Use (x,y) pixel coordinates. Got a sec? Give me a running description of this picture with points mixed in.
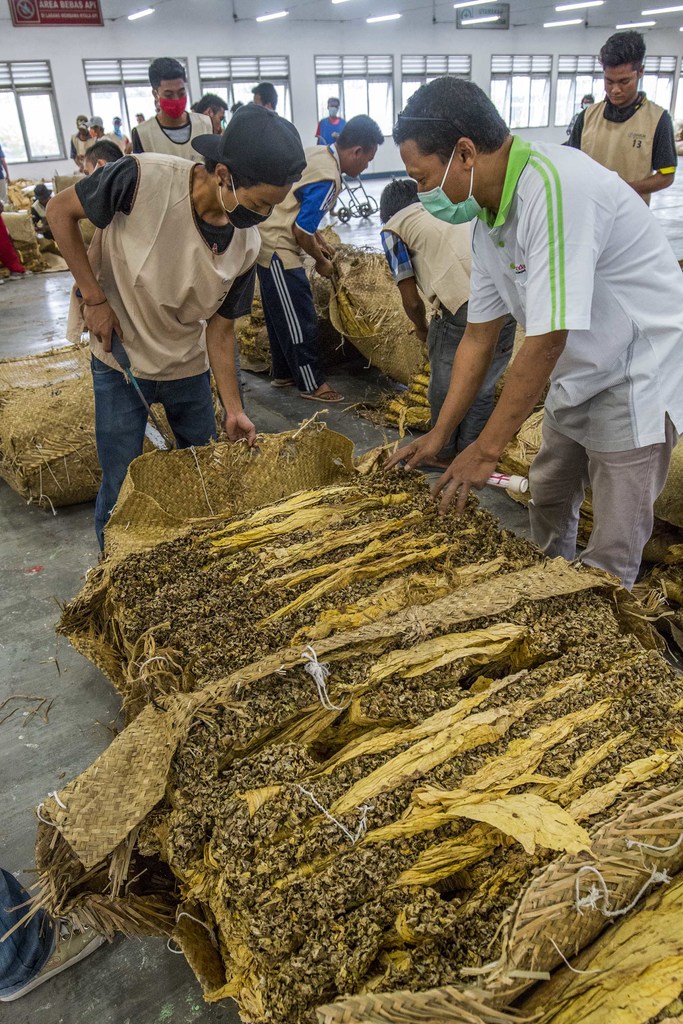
In this image few persons (257,131) are standing on a floor (17,667). There are few dried leaves (363,794) in bag (291,651). A person (115,438) is holding a metal rod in his hand (106,330). He is wearing a cap (263,150). He is standing behind the bag (171,469). There are few bags (20,426) on the floor (353,230). There is a trolley (346,197). Behind them there are few windows (277,104) to the wall (159,14). Top of image (644,13) there are few lights (635,26) hanged from the roof (359,13).
